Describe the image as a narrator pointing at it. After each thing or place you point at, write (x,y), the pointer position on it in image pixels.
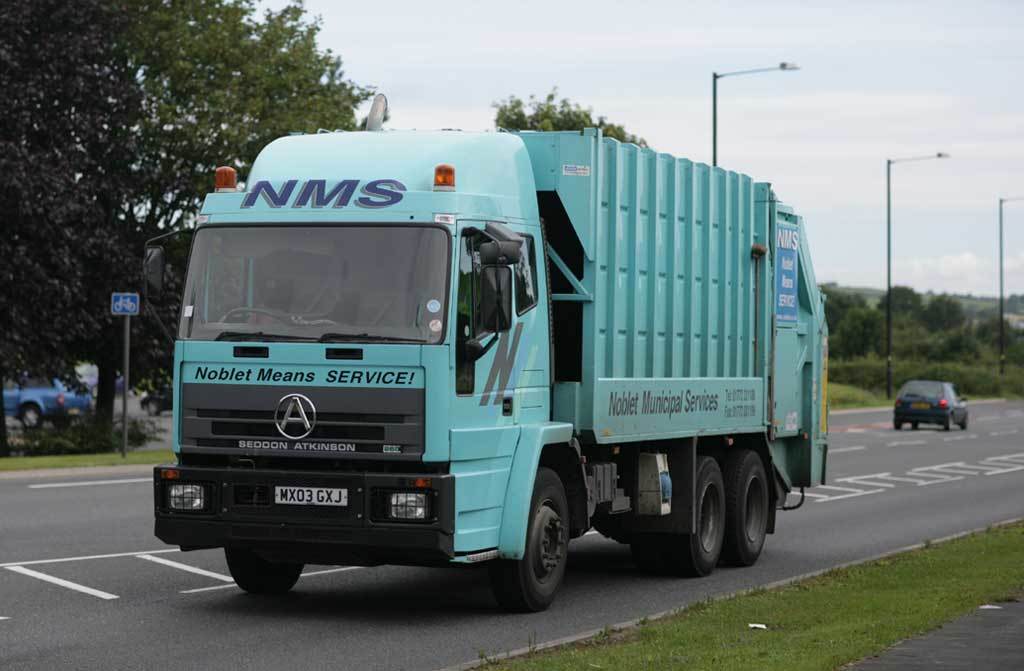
In this image in the center (583,426) there are vehicles (703,439) moving on the road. In the front (841,594) there's grass (884,621) on the ground (881,598). In the background (17,116) there are trees (11,129), there are light poles (714,140) and there is a car (50,401) which is blue in colour moving on the road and there is grass (48,458) on the ground (113,452) and the sky (636,84) is cloudy.
